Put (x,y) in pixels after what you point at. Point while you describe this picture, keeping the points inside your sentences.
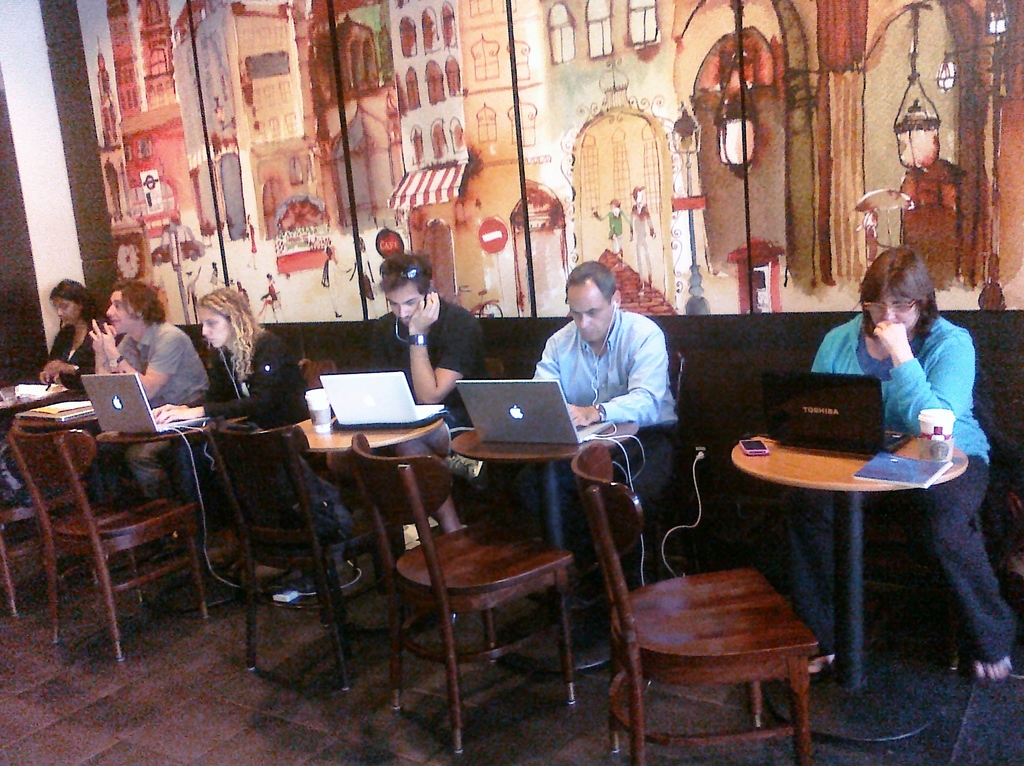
There are many people (619,359) sitting. In front of them there are chairs (495,580) and tables (850,482). On the table (843,471) there are laptops (352,398), cups (318,417), mobile (751,455), book (871,476). In the back (735,256) there's a wall (305,138) with a painting (507,103). Also there is a pillar (43,177).
